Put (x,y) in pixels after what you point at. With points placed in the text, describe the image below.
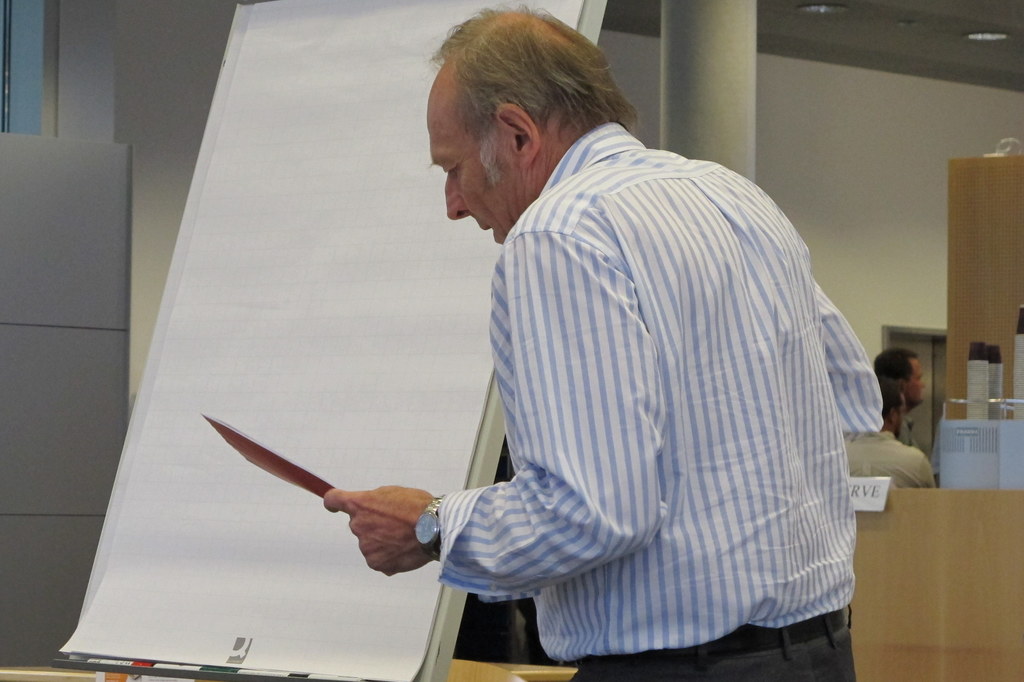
In this image we can see a man (657,450) standing holding a paper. We can also see a pillar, some papers (335,475) on a board (433,439), a name board (875,487), some people (903,470) sitting, a door (934,377), a wooden container (993,493), a wall (937,300) and a roof (880,69) with some ceiling lights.
